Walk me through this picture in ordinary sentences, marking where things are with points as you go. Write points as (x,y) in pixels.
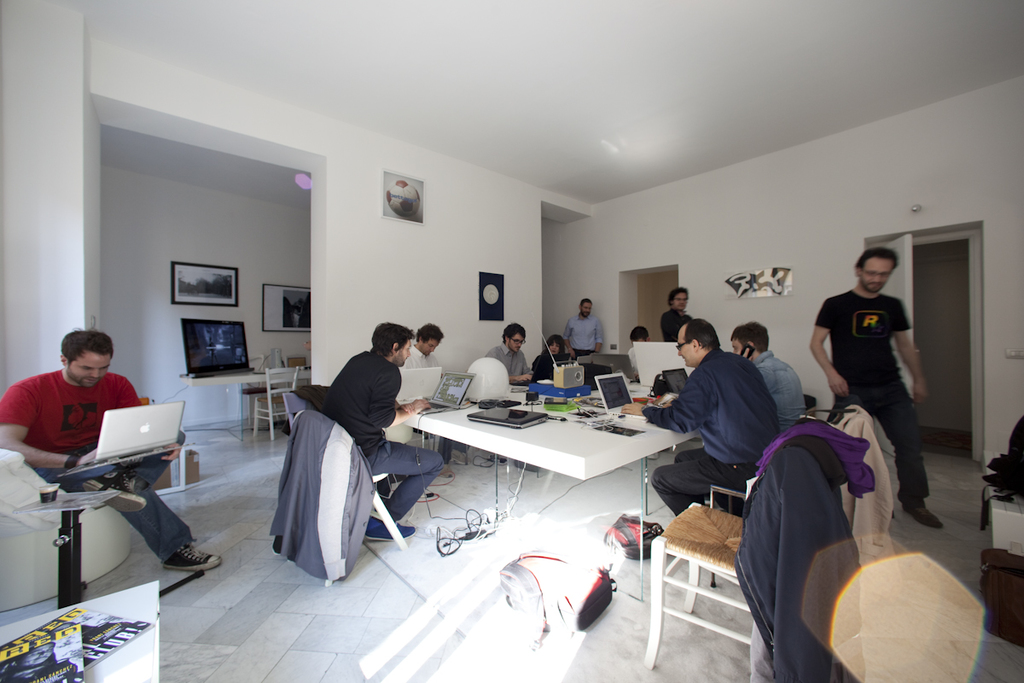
On the background (194,266) we can see photo frames (211,275), posters (752,289) over a wall (593,241). We can see doors (914,284) here. On the table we can see television (208,330), laptops (626,394) and fm radio (557,372). On the floor (496,647) we can see bags (545,610), box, wires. Here we can see persons (754,409) sitting on chairs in front of a table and working. We can see three persons (879,345) standing here.
